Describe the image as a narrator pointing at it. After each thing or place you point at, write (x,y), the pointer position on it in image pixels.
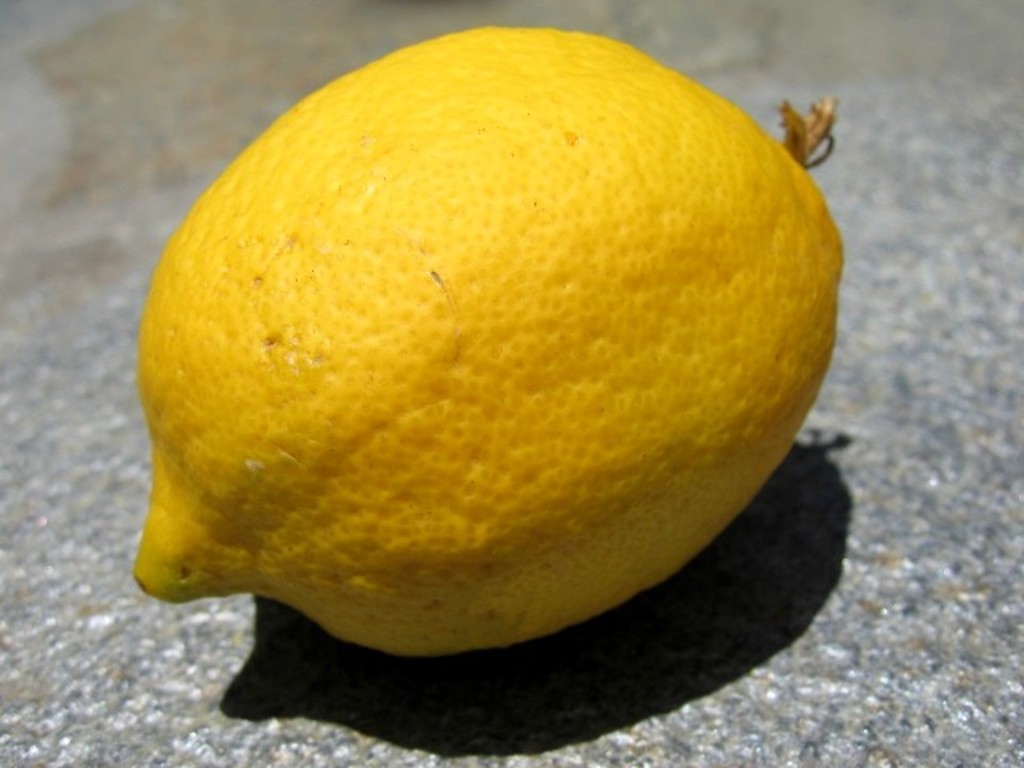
In this image I can see a lemon (338,290) which is yellow in color on the surface (675,605) which is white, grey and black in color.
